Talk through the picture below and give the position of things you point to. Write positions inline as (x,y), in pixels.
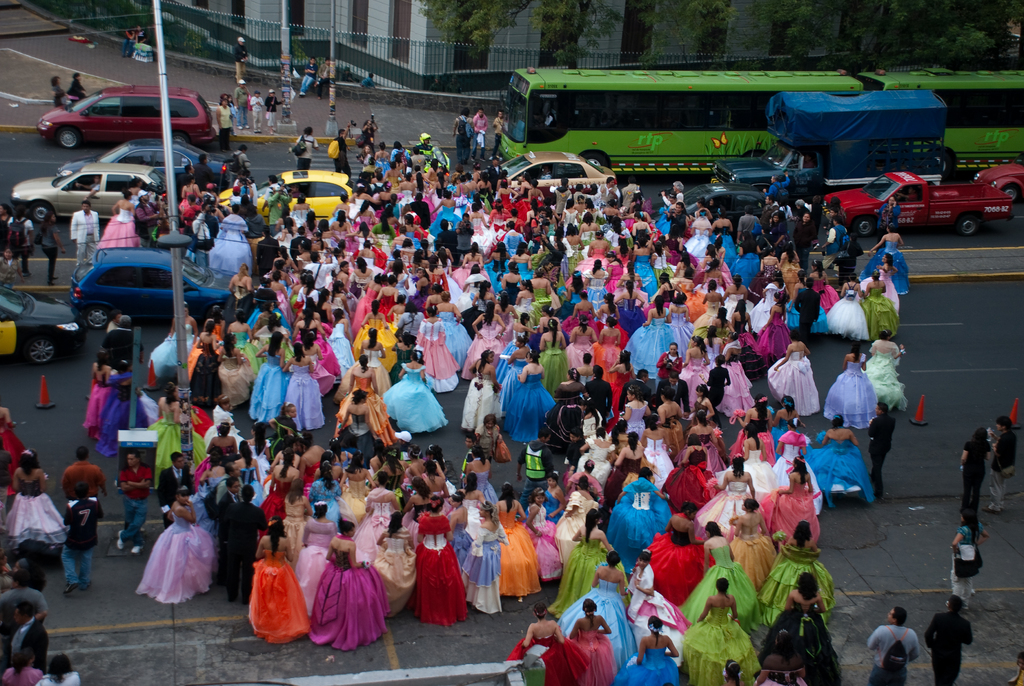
In this image, we can see a crowd (569,383) crossing the road (353,172). There is a pole (184,343) on the left side of the image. There are some vehicles (874,133) on the road (950,369). There is a fencing (497,71) and branch (656,19) in front of the building (393,32) which is at the top of the image (386,35).
